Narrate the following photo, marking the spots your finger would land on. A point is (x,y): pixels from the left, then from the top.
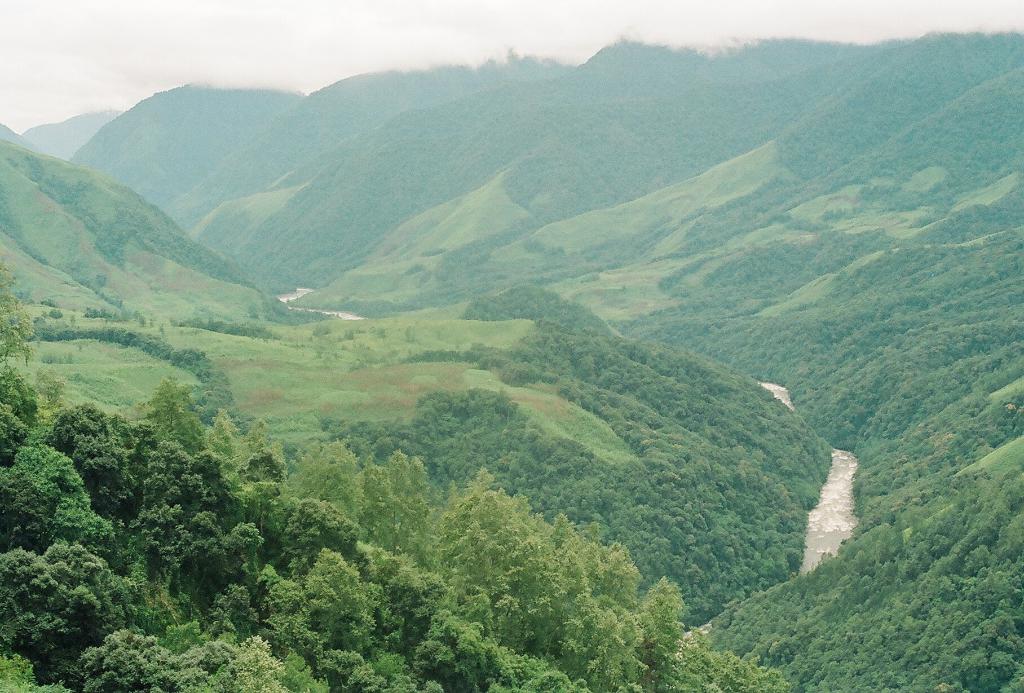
There is greenery (438,441) in the foreground (381,564) and there are mountains (628,145) and sky (460,5) in the background area (901,102), it seems like a river (849,493) on the right side (850,485).
